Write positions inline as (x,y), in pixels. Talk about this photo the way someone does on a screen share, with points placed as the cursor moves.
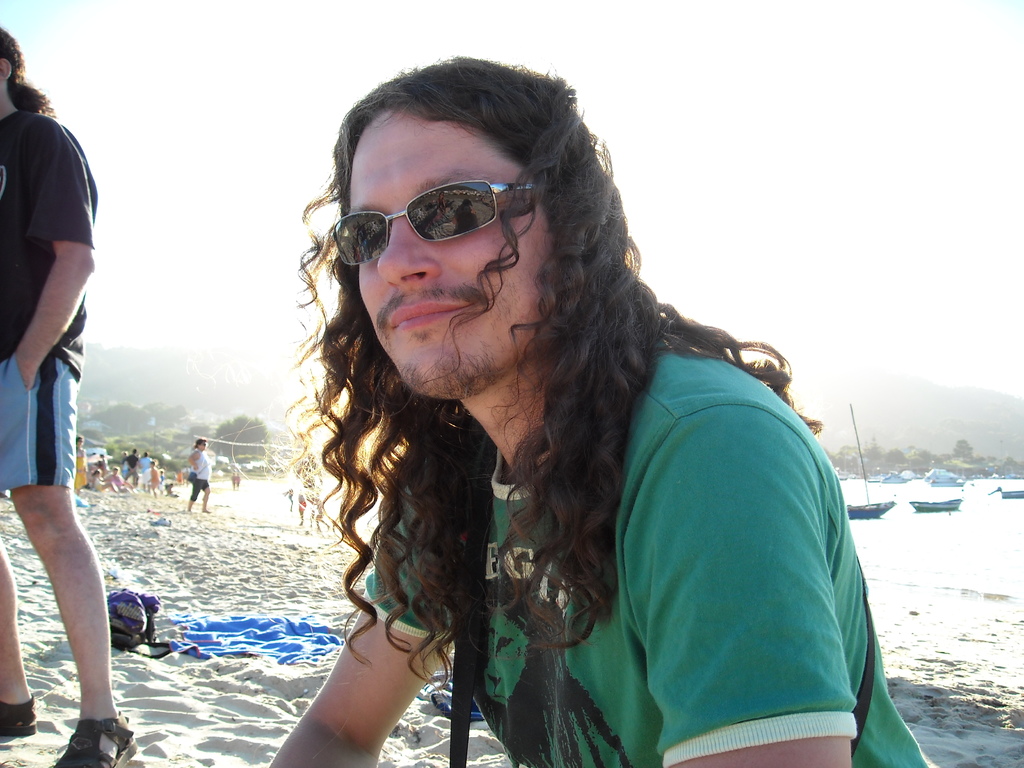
There is a person (504,299) in the center of the image (485,334) and there are boats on the water surface (852,499), greenery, it seems like mountains (993,411) and sky (981,360) in the background (975,372) are, there is a towel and a bag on the sand (166,538).
